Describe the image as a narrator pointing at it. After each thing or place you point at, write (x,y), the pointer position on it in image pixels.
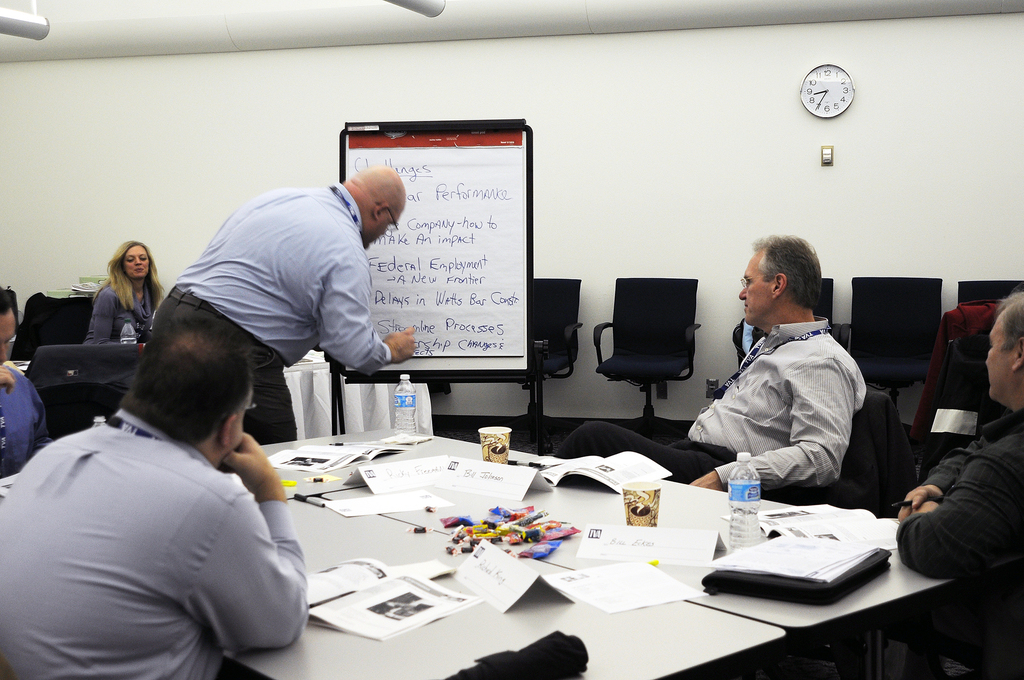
In the foreground of the picture (389,465) there are tables (449,577), papers (599,538), books (868,528), bottle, cups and people (966,525). In the center of the picture (397,249) there is a person (348,273) writing on the board (418,292). In the background (672,292) there are chairs (664,338) and a woman (117,260) sitting. In the background (842,81) there is a clock (809,87) on the wall (401,103).
